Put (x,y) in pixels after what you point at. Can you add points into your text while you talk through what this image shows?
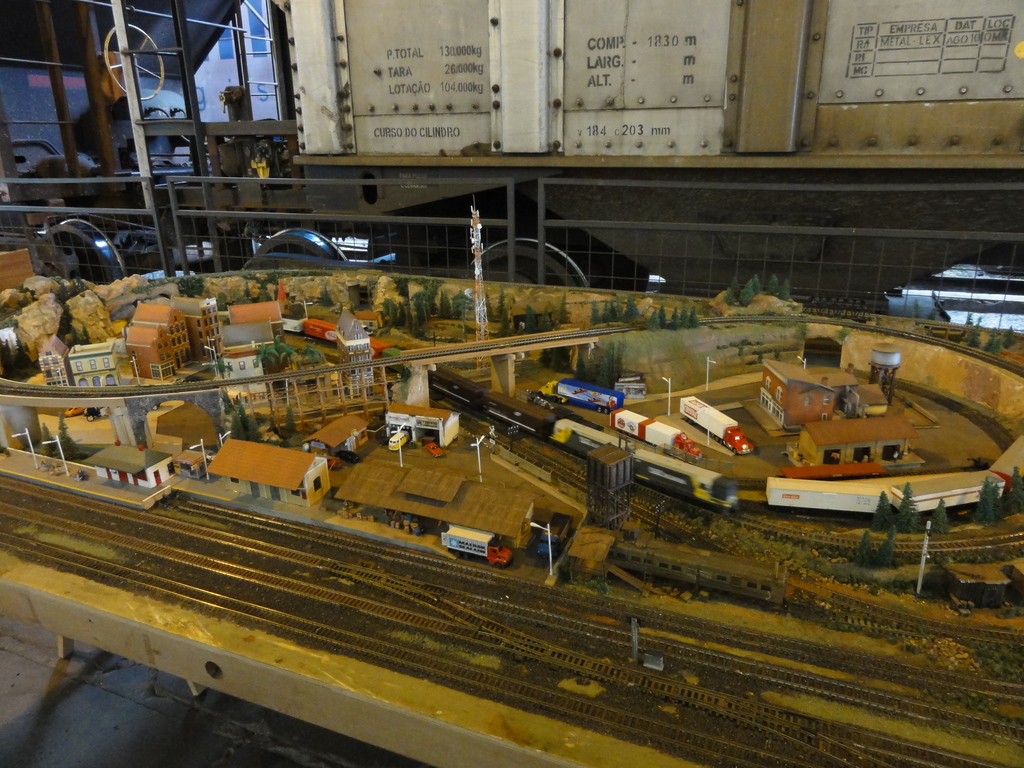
In this image there is a miniature (692,630) on the table (308,714). Bottom of the image (750,678) there is a rail track (508,646). Beside there are few buildings (513,518) and vehicle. Right side (817,506) there is a train (844,500) on the rail track (795,517). Behind there are few vehicles (633,415) and buildings (826,425). There is a bridge (474,341), behind there is a tower (481,316) and few trees (412,317). Top of the image (876,192) there is a train (789,57).
